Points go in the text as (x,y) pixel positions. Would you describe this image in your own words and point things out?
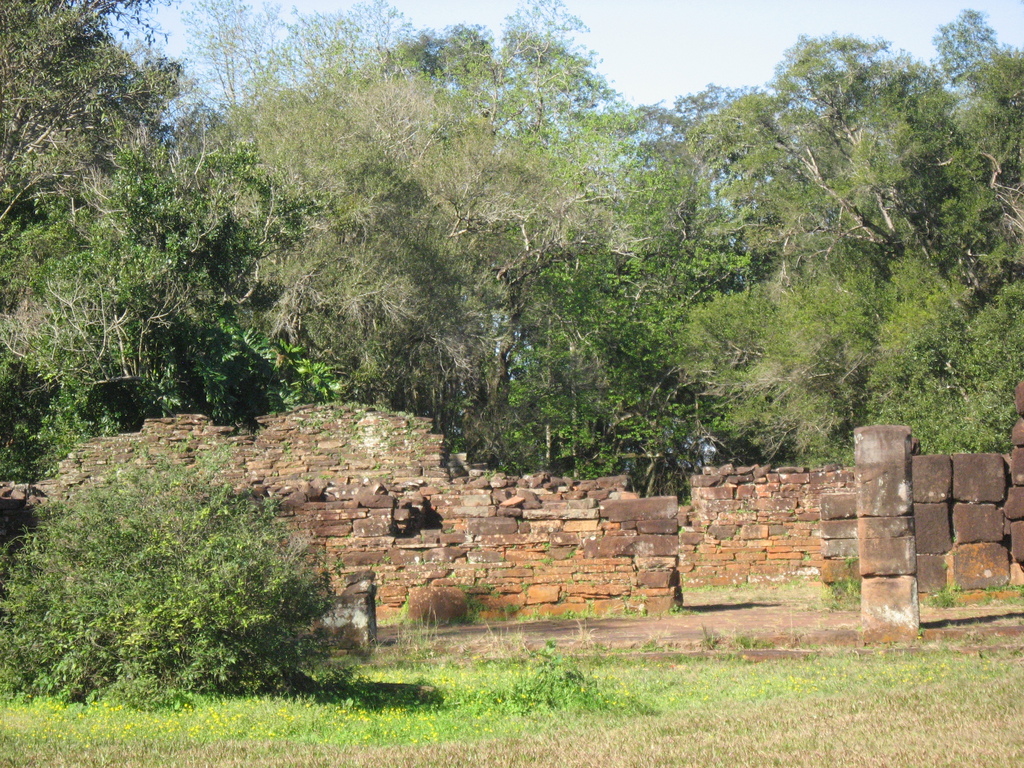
In the center of the image (369,510) we can see bricks wall (591,554). On the left side of the image (322,371) plants (142,576) and trees (80,353). At the bottom of the image (421,722) there is a grass (780,740). In the background (627,202) there are trees (678,182) and sky (611,75).
